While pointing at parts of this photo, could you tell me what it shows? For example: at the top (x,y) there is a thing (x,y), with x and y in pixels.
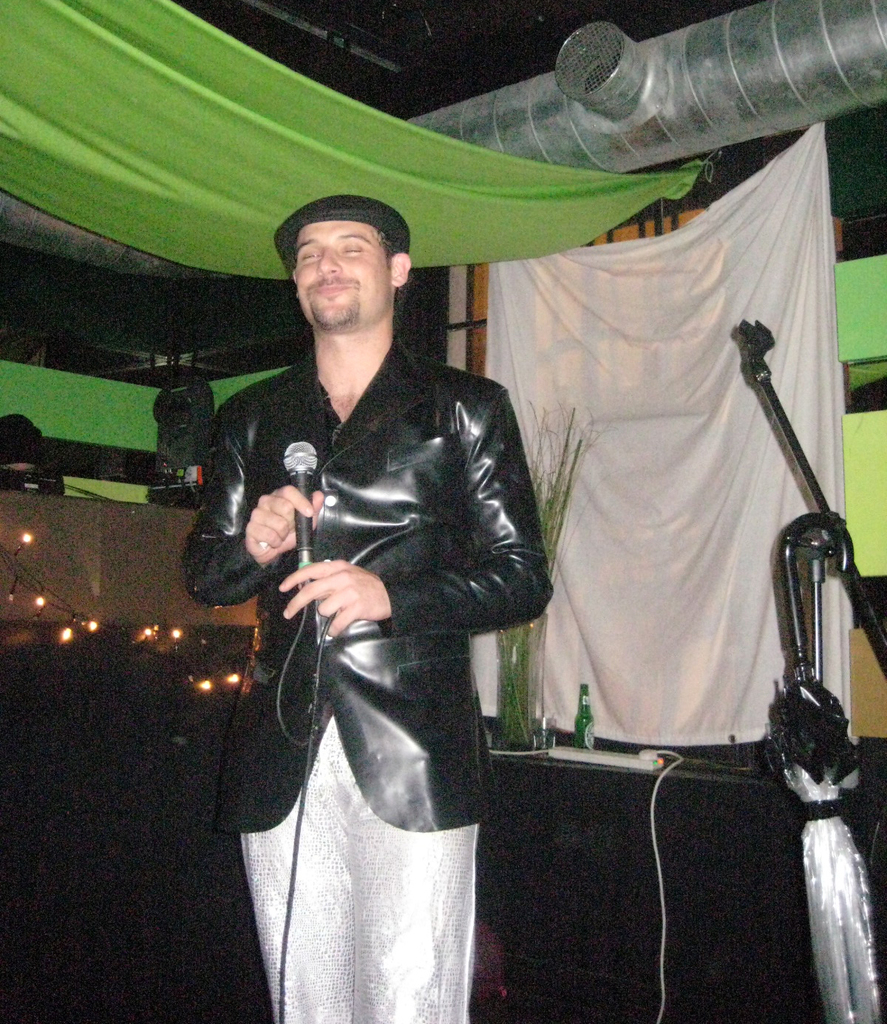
In this image in the center (344,650) there is one person (301,573) who is standing, and he is holding a mike (301,544). And in the background (88,404) there is wall (85,587), clothes (587,538), table (611,746), bottle (585,721), plants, umbrella (819,741), sticks (814,585), light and some objects (821,537).
